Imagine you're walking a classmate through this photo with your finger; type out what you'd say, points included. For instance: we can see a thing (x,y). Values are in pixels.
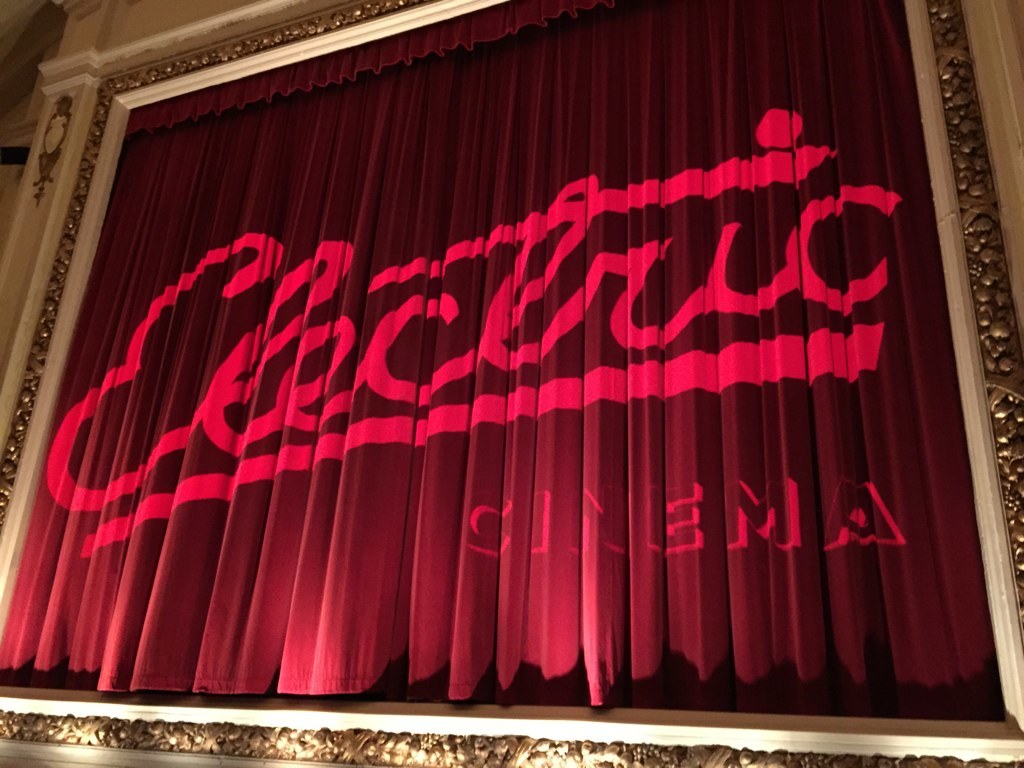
In this picture I can observe a red color curtain (457,559). There is some text (211,404) on the curtain (386,352). On the left side (75,105) I can observe a wall (61,71).
